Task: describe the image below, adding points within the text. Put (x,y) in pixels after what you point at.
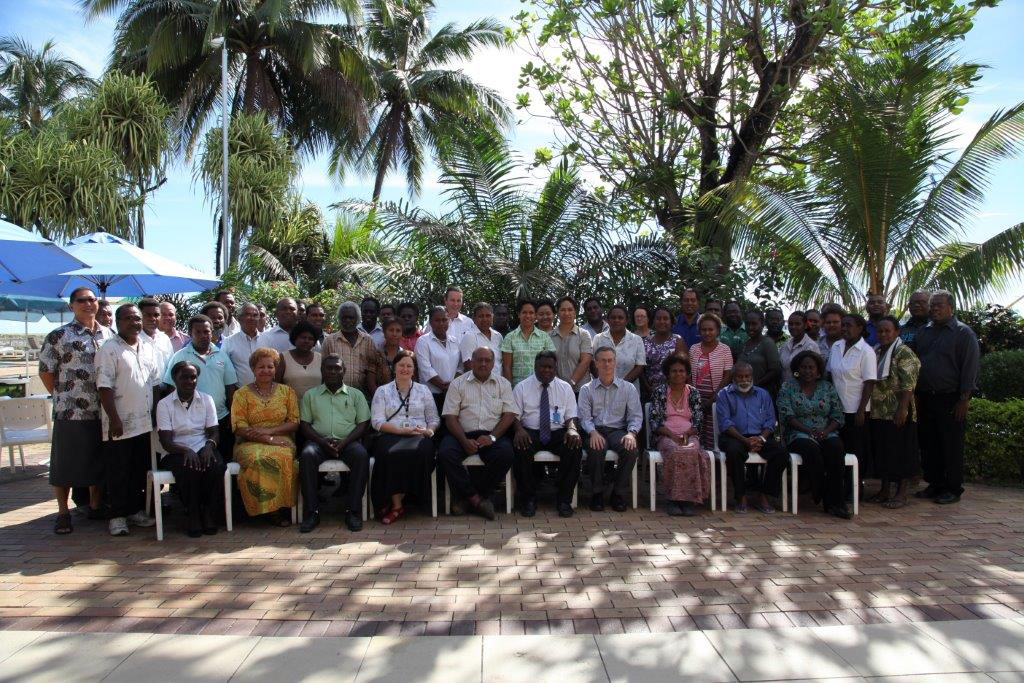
In the center of the image (542,360) there are few people (495,377) sitting on chairs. Behind them there are people (137,389) standing. In the background of the image (455,251) there are trees (825,192). To the left side of the image (118,246) there are umbrellas (39,253). There are chairs (49,442). At the bottom of the image (802,608) there is floor (317,577).
